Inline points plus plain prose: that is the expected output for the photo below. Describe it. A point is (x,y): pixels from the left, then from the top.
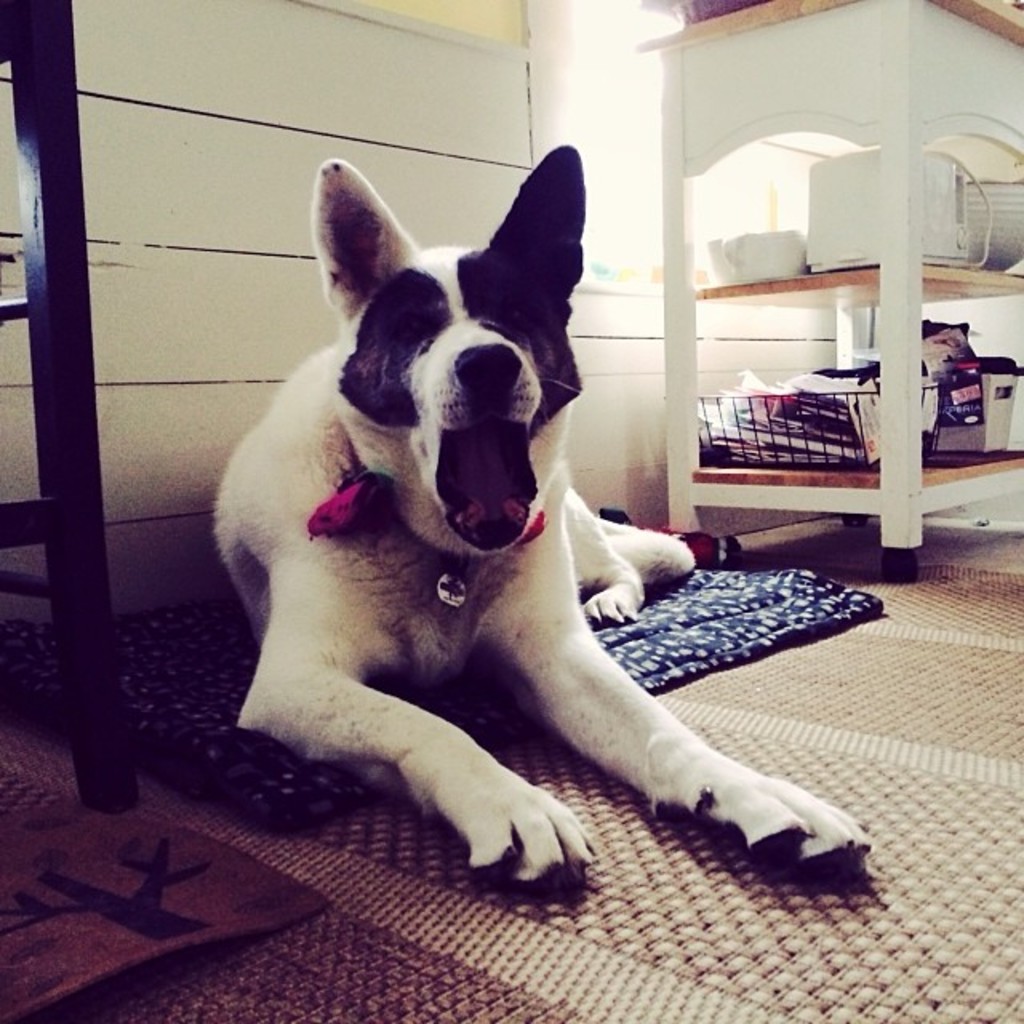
In this image we can see the dog (506,596) on the mat (780,621) which is on the carpet (869,781). We can also see the table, doormat (124,966) and also a white color table (815,281) with some objects (874,389), books (828,402) on the right (911,487). We can also see the wall (735,527) in the background (193,216).
